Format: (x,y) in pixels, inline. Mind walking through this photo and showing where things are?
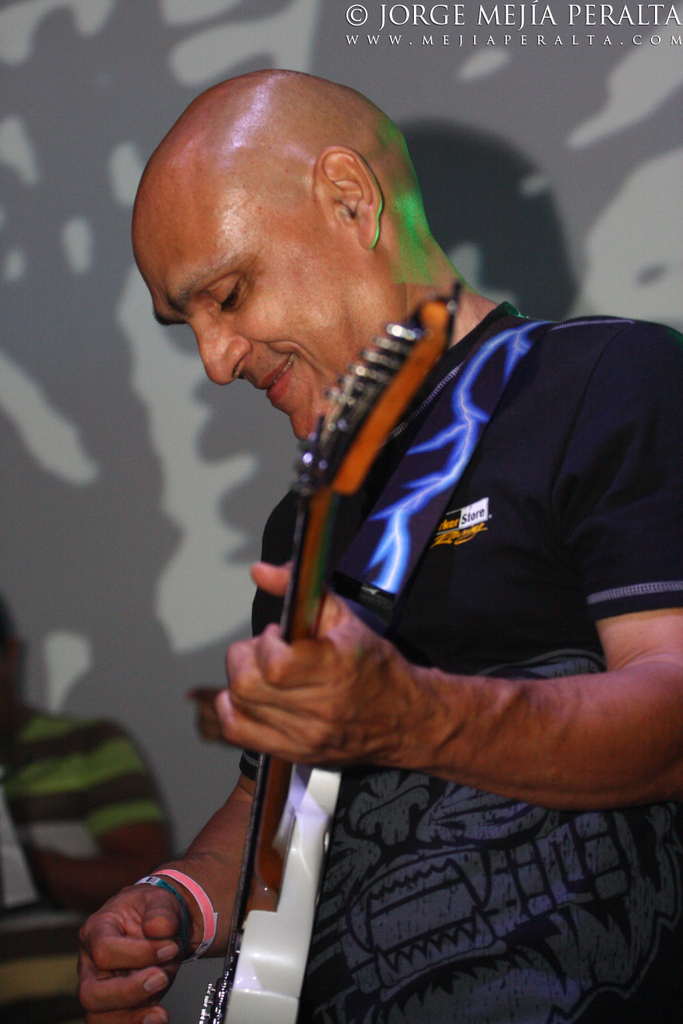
In this image I can see a man (528,717) is playing the guitar (238,935), he wore black color t-shirt (565,507). There is a watermark (399,24) at the top (673,37) in this image.
